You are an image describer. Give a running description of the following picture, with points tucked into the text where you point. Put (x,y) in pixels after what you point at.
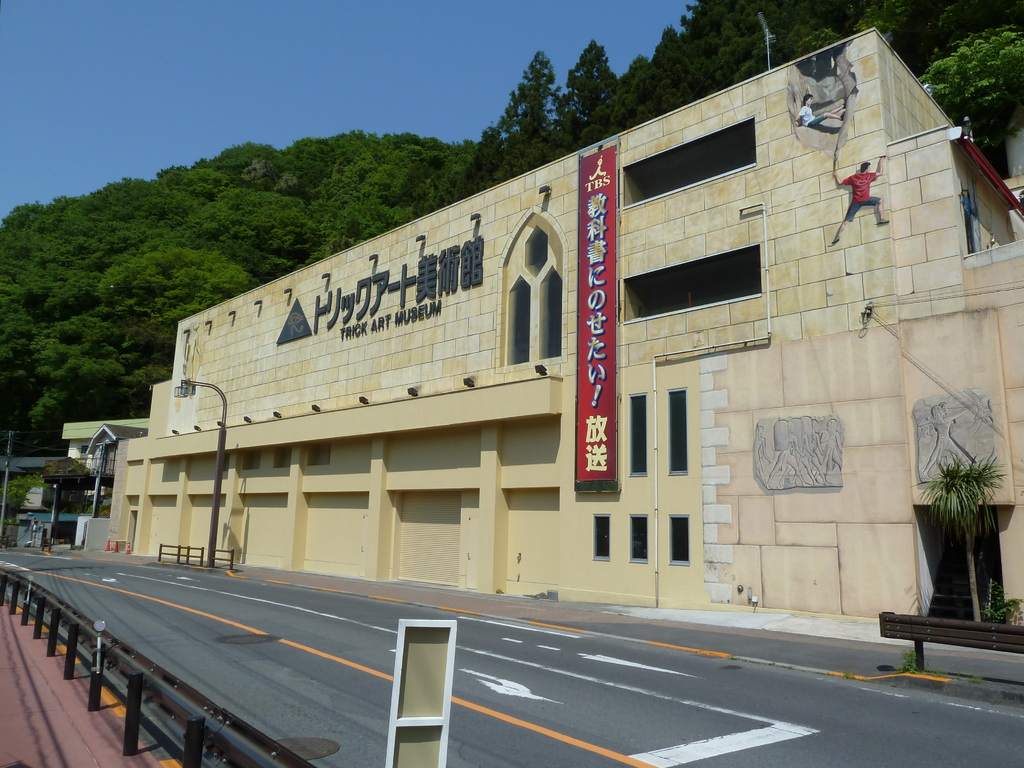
In this image I can see a building (427,436) which is cream in color and a banner (602,167) to the building (554,368) which is red in color. I can see the road (280,621), a plant (944,526), few street light poles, the black colored railing (108,650) and on the building (923,229) I can see the paint (822,124) of two persons (882,158). In the background (758,72) I can see few other buildings (94,443), few trees (97,413) and the sky (363,59).
